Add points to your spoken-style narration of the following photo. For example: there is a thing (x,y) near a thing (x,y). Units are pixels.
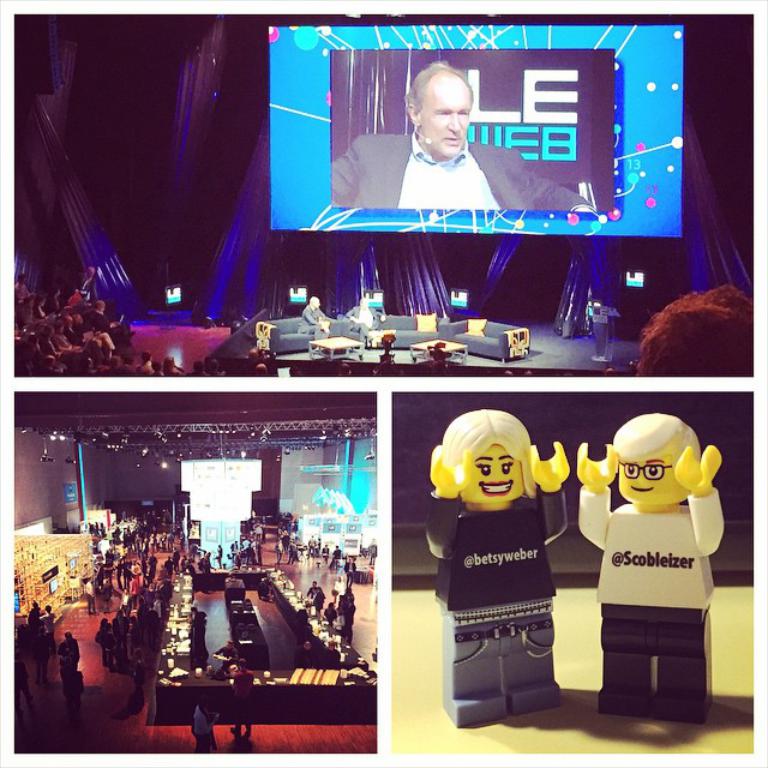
There is a collage image of three different pictures. In the first picture we can see a person (393,154) on the screen (431,126). In the second picture, we can see a table (201,680) and some persons (298,544). In the third picture, we can see toys (635,545).
